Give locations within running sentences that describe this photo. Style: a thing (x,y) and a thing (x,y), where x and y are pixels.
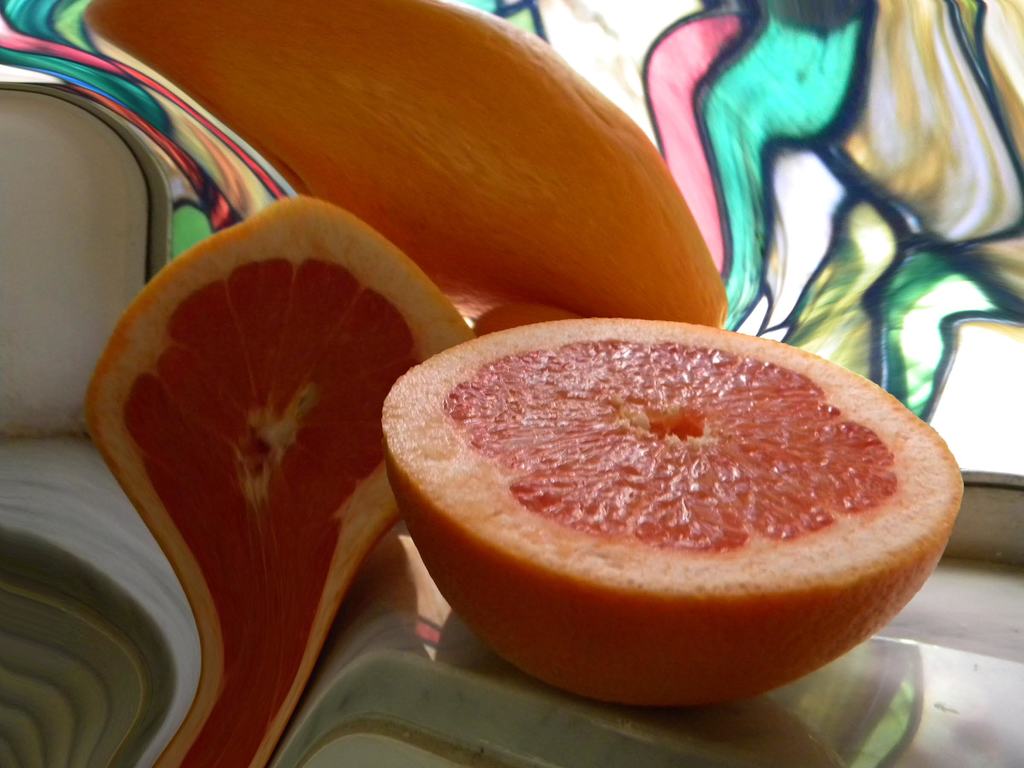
This is an edited image. In this picture, we see the slices of oranges (645,492). At the bottom (452,682), we see a white object (403,645). On the left side (47,161), we see the objects (102,608) in white color. In the background (705,153), it is in pink, green, white and yellow color.
